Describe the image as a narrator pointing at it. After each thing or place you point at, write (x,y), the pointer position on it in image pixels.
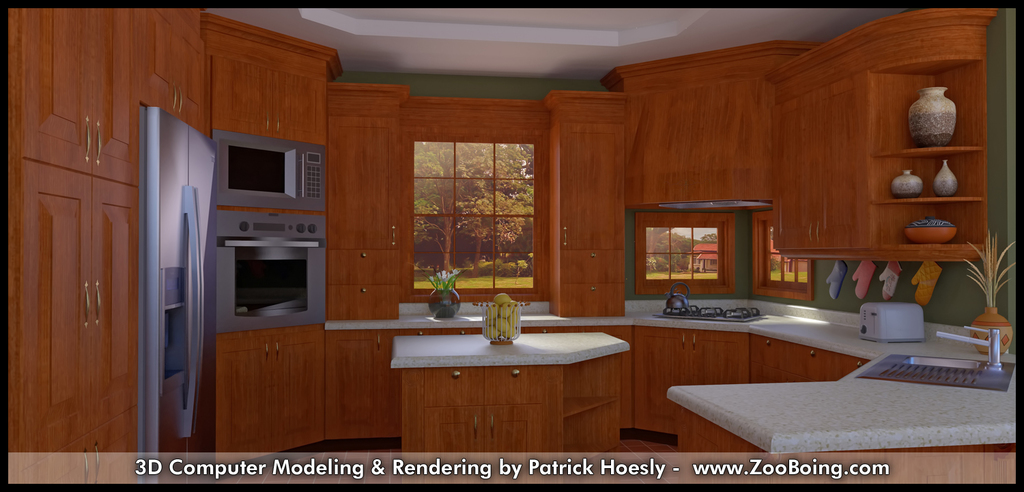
At the bottom portion of the picture (541,470) there is something written. At the top (641,23) we can see ceiling (641,23). In this picture we can see kitchen platform (669,325), fruits (496,329) in a container (492,341), a glass vase (434,302), water tap (971,342), pot (985,342) and a white object (892,309). On the racks (954,161) we can see pots (939,97) and an earthenware object (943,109). On the left side (291,176) we can see oven (304,270), refrigerator (169,194) and cupboards (375,227). In the background (430,242) we can see outside view through glass (437,257). We can see grass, trees (430,242) and a house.
